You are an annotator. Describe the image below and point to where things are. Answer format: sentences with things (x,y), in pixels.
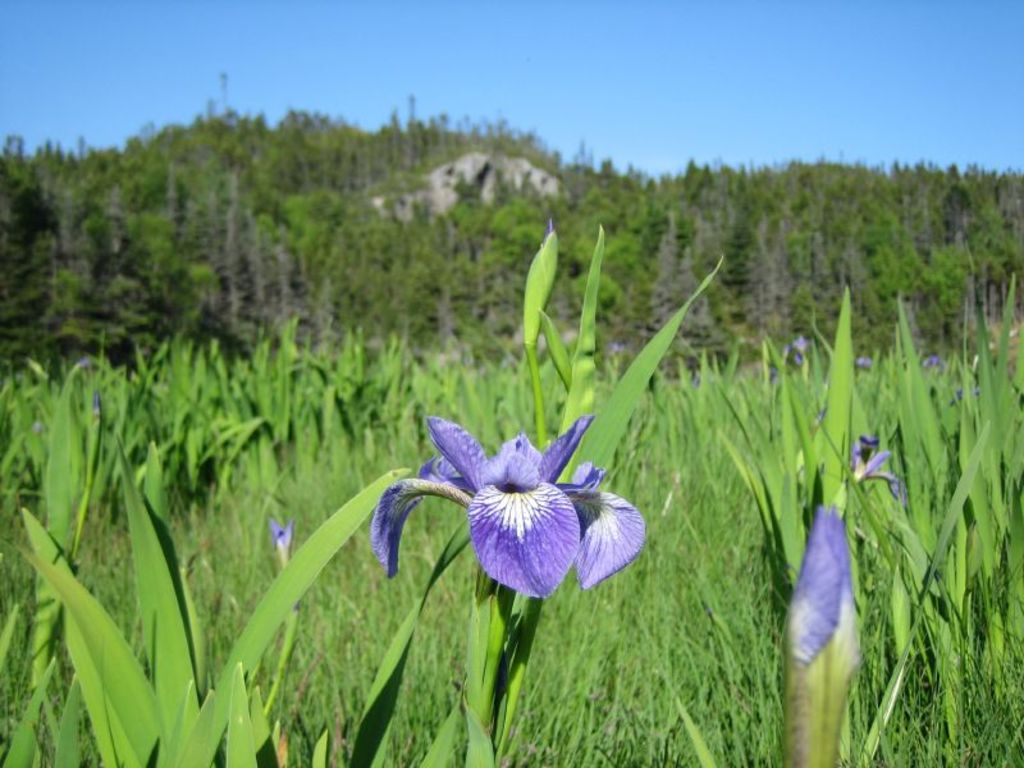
In this image I can see the white and purple color flowers (515,529) to the plants (419,414). In the background (187,240) I can see the trees (251,229), rock (470,176) and the blue sky (460,36).
